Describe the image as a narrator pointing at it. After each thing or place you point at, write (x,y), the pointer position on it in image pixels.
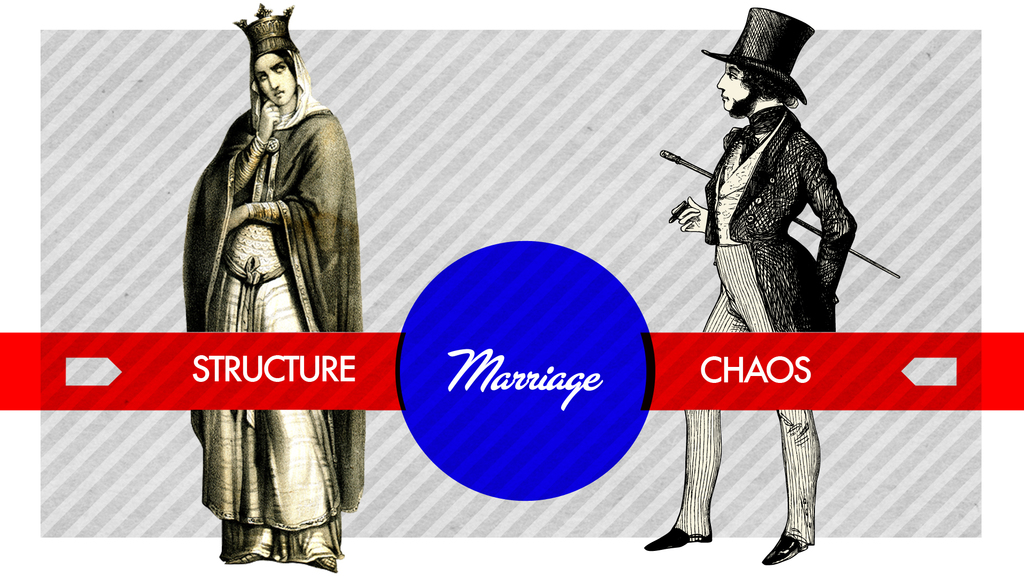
In this image, we can see an edited picture. In this image, we can see two people (748,222). Here we can see some text (733,367) in the image.
